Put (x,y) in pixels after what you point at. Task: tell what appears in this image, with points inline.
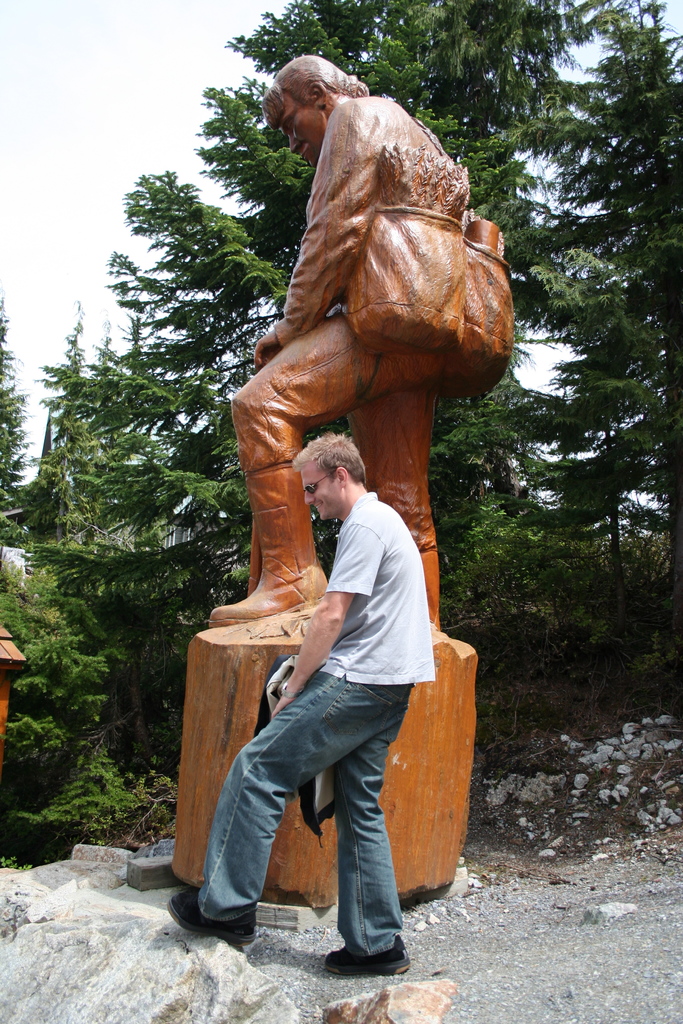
In the center of the image (393,378) we can see a statue (422,367). In the foreground of the image (270,740) we can see a person (259,861) standing on the ground (260,950). In the background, we can see some rocks (652,809), group of trees (666,367) and the sky (118,177).
